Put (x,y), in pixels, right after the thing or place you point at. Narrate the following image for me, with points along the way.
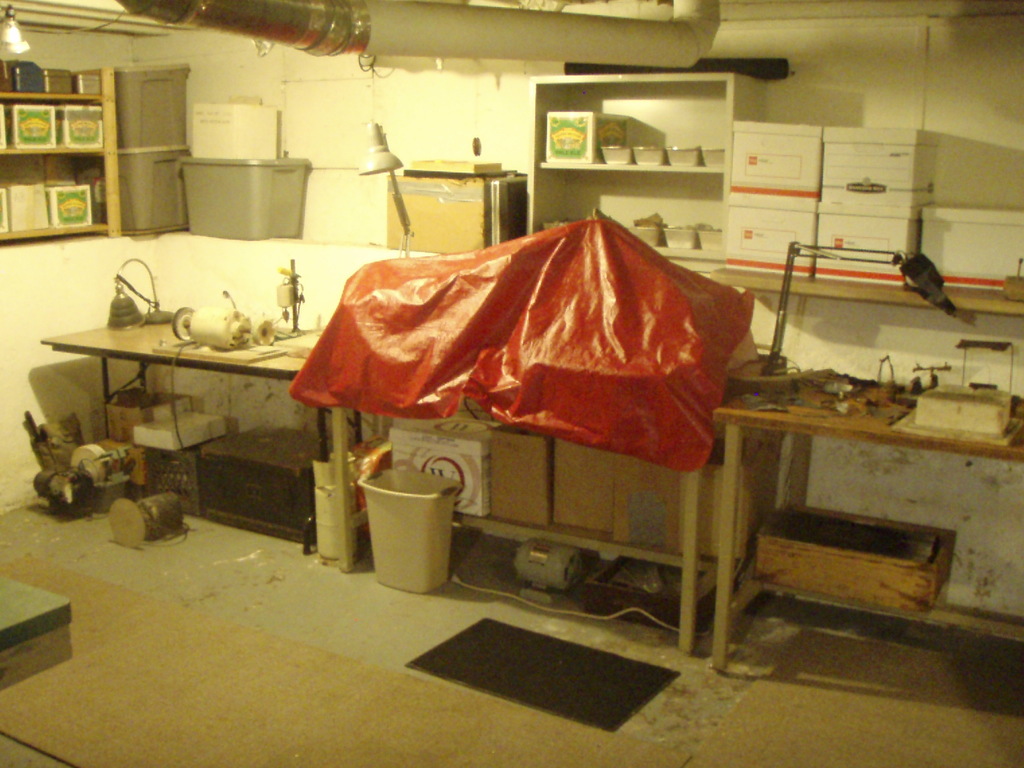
On this tables (202,369) there are objects (295,294). Under this table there are cardboard boxes (472,469), bin (367,488) and things (323,469). In these racks (52,94) there are boxes (83,137) and objects (32,74). Here we can see containers (204,193). This is lamp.
